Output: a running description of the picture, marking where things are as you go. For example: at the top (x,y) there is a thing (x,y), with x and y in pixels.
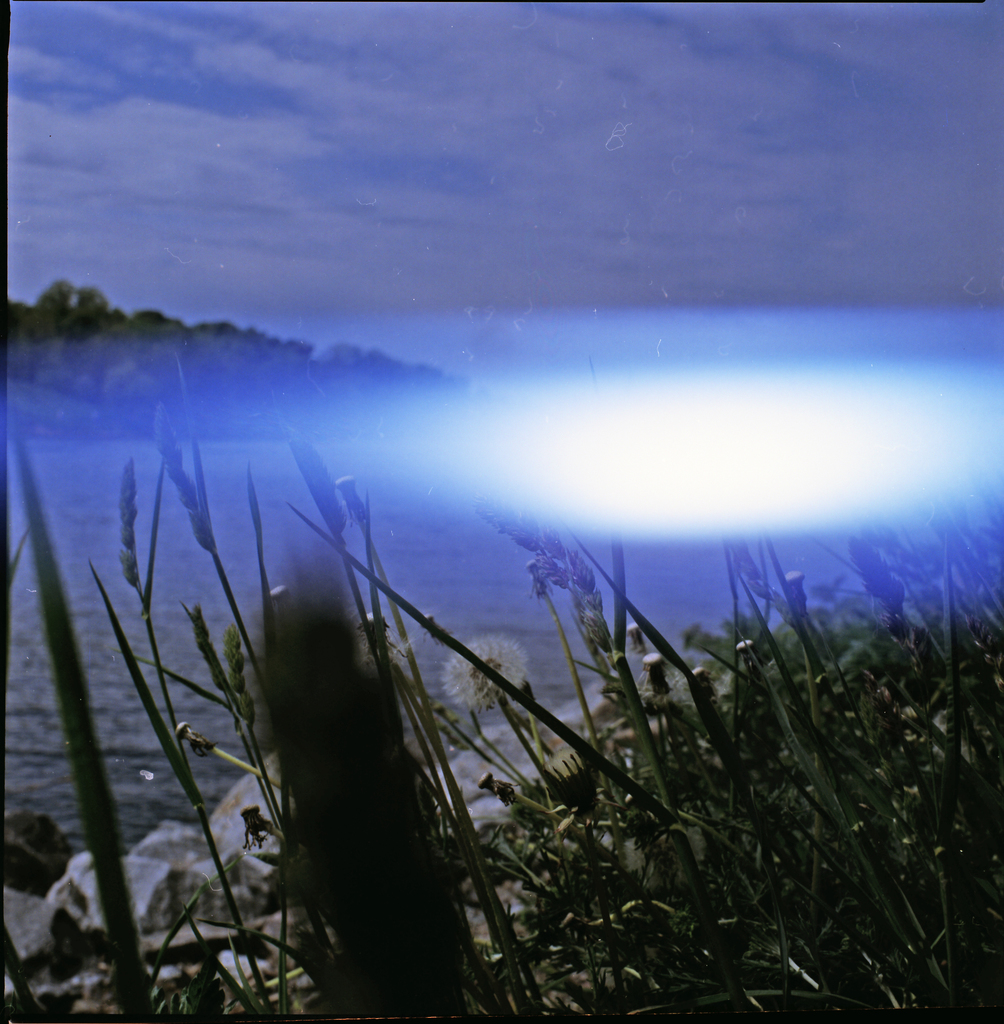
In this image I can see at the bottom (504,829) there are plants (643,659). In the middle (449,508) there is water (248,560), at the top (285,216) it is the cloudy sky (580,132).
